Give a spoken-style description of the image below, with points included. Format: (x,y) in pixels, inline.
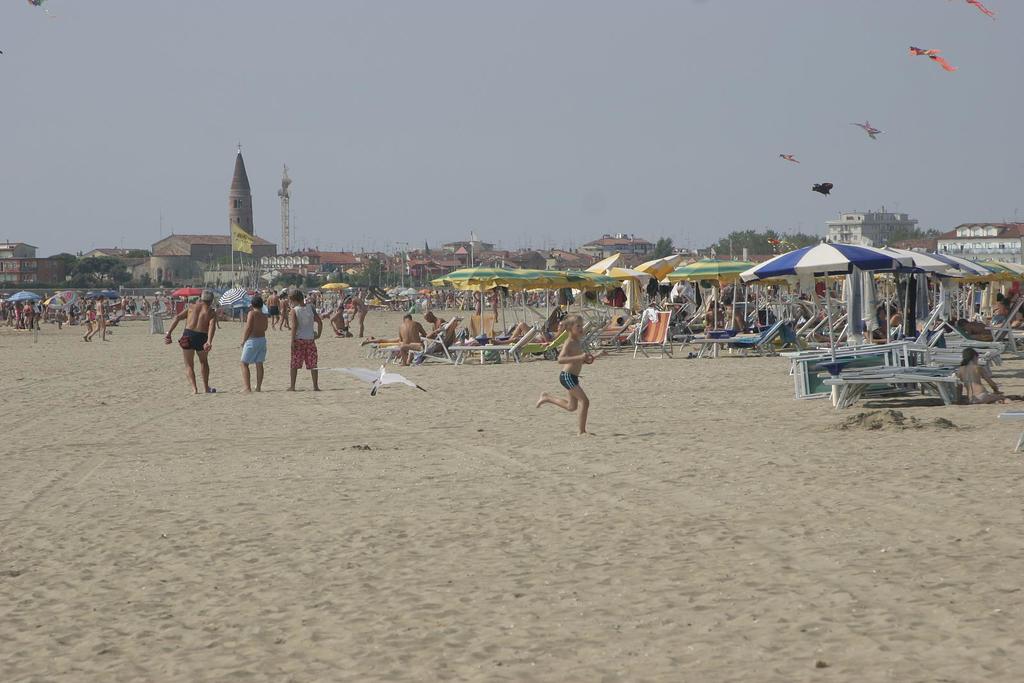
In this image there are a few people (264,344) standing, walking and running on the sand (354,428) and there are a few other people (413,337) sitting on chairs (490,326) under the tents (887,255) on the sand (480,383), in the background of the image (874,242) there are buildings (874,242).
